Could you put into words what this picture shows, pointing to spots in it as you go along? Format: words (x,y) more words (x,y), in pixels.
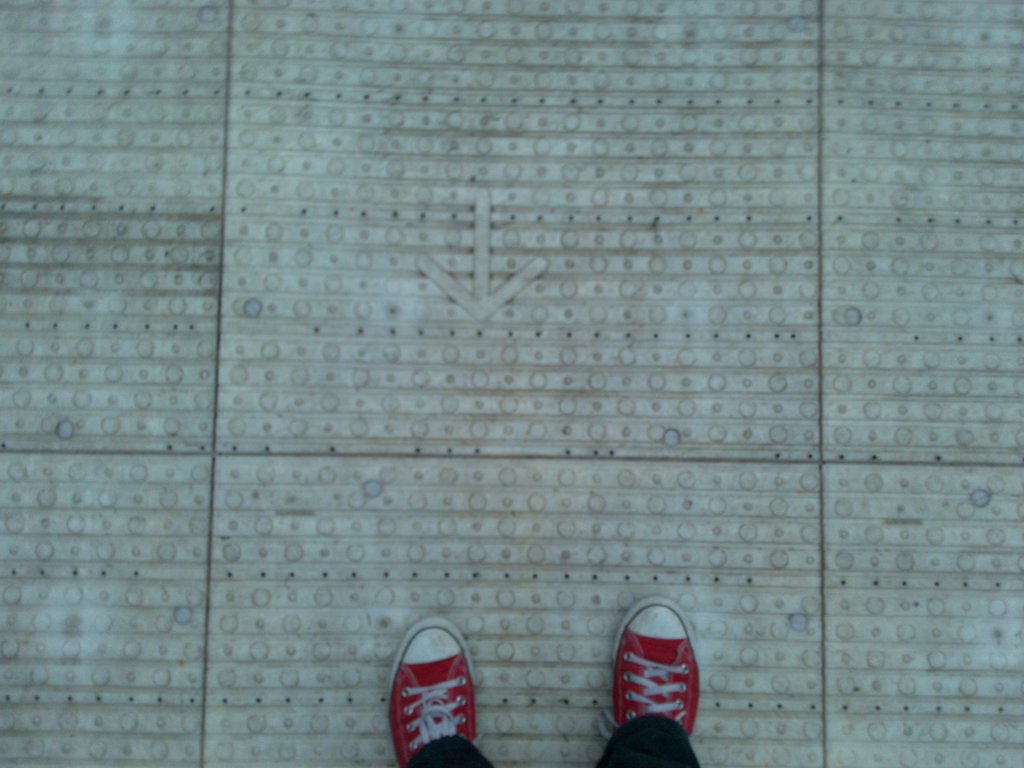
In the picture there is a person (677,721) wearing shoes (651,626) and standing on the floor (77,723).
